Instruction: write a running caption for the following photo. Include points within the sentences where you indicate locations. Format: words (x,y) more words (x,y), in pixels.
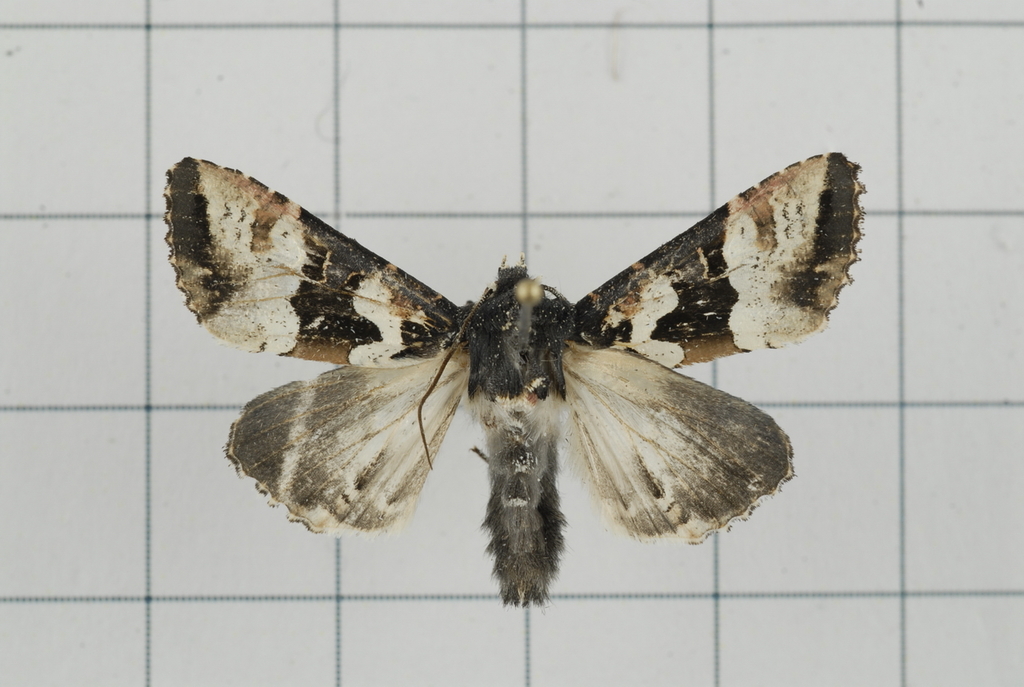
In this image I can see an insect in the foreground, and wall (459,228) in the background (521,207).
